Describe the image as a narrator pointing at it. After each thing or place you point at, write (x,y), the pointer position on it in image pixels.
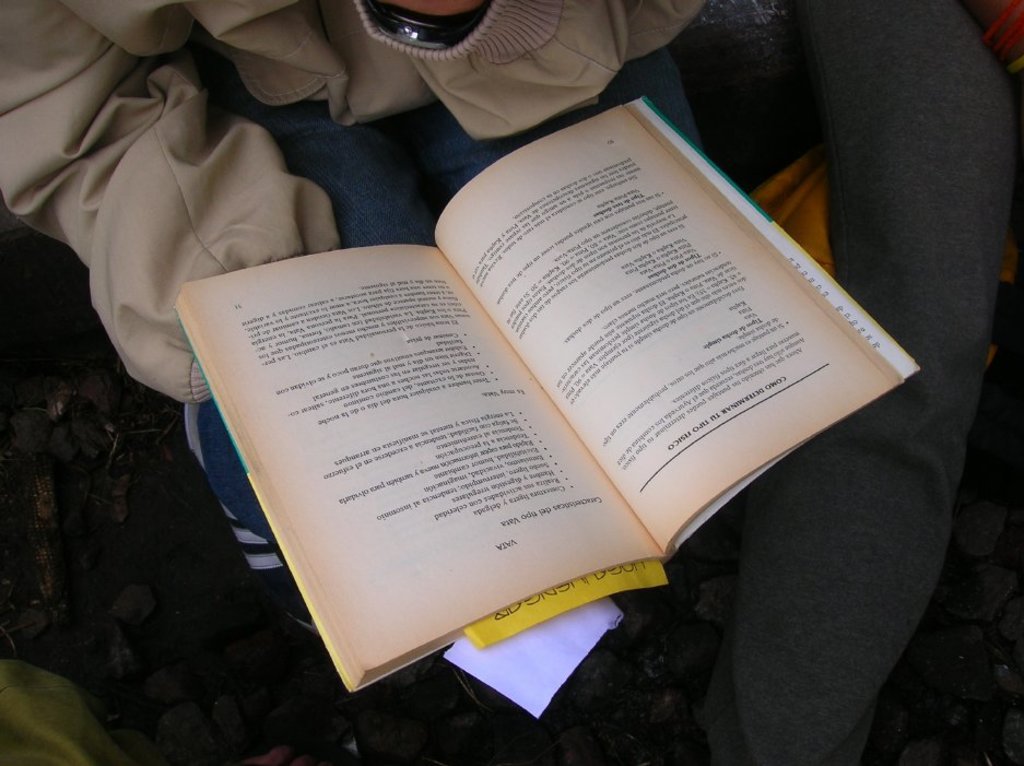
In the picture I can see a person (281,139) wearing a jacket (188,163) is holding a book (498,430) which has two papers (597,623) placed in it and there are few objects (826,245) placed in the right corner (952,226).
